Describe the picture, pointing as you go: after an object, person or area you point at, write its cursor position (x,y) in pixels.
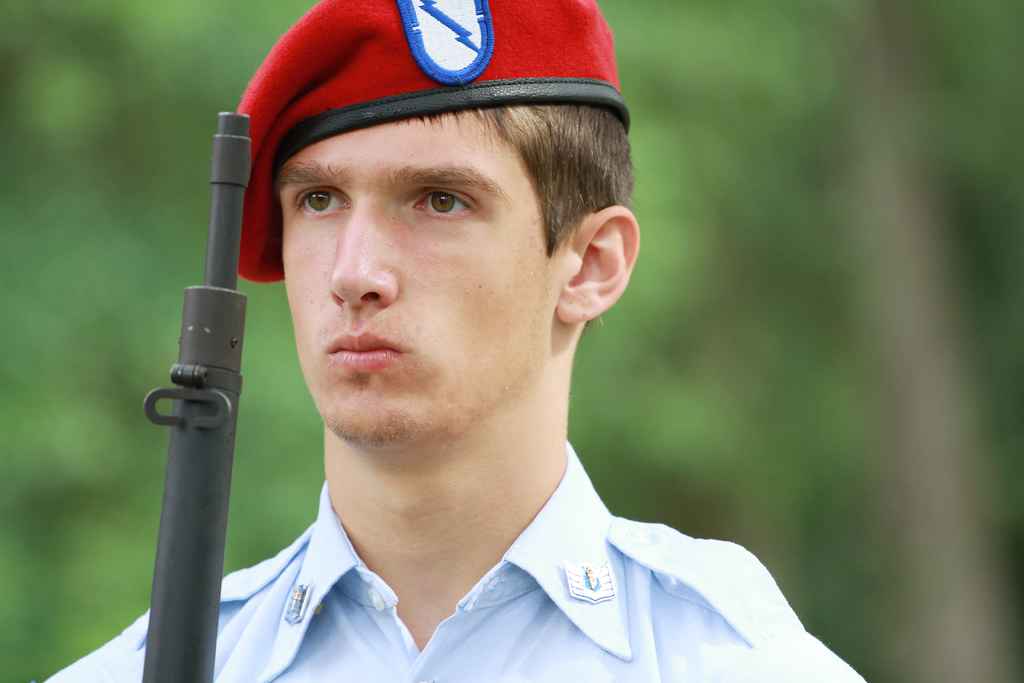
In this image we can see a person (543,344), there is a gun (216,246), and the background (88,110) is blurred.
